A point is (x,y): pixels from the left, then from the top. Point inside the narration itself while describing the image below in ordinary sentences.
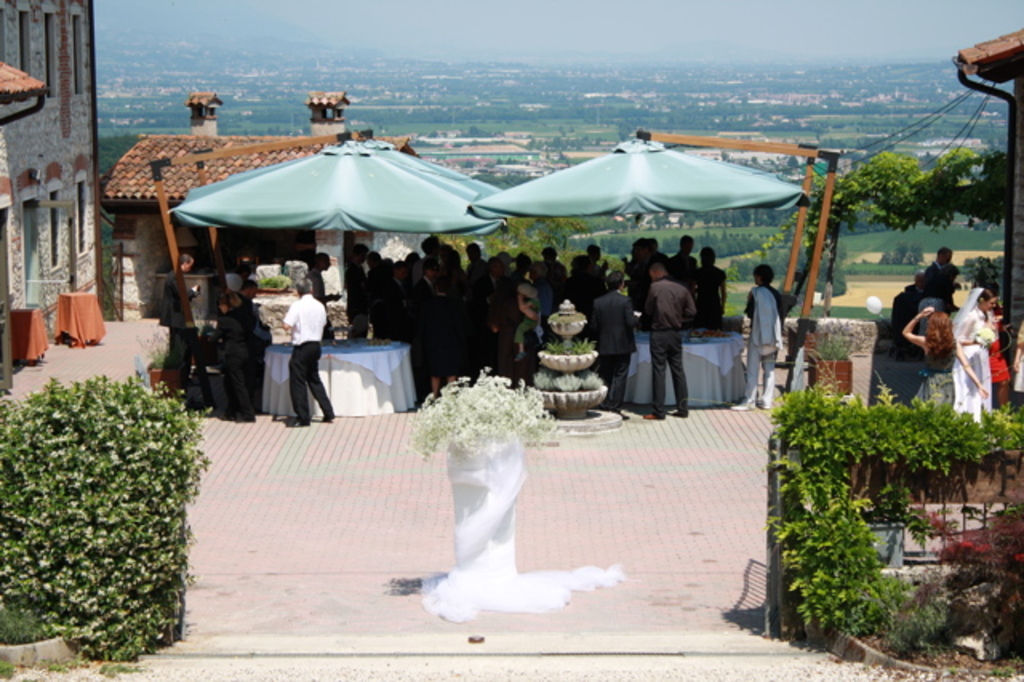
Here in this picture, in the front (39,469) we can see bushes (165,512) present on either side and in the middle (465,437) we can see flowers (472,436) present in a pot (465,452) and we can see tents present over there, under which we can see number of people (578,269) standing and we can also see tables (363,341) in between them and on the left side (84,220) we can see a building (19,68) with number of windows (78,218) present and we can see other plants (840,210) present.
